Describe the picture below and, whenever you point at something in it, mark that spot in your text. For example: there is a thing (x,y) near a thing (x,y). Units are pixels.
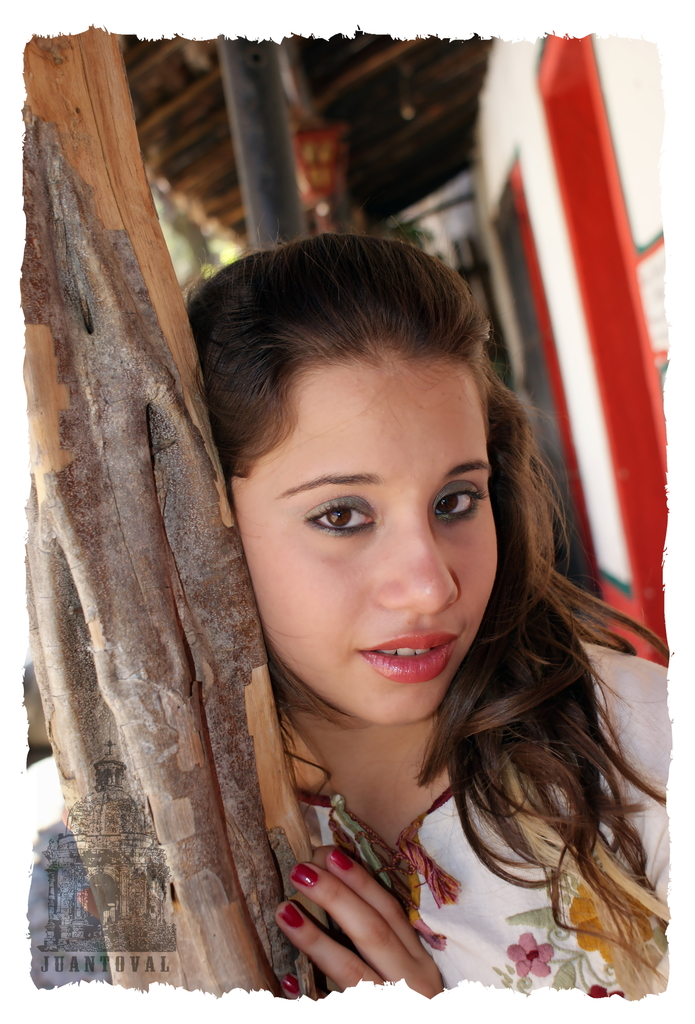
There is a woman (530,688) in a white color dress (492,906), smiling and holding a wooden pole (199,851). In the background (491,88), there is a pole (239,46), there is a white wall (557,261) and there is a roof (213,41).
